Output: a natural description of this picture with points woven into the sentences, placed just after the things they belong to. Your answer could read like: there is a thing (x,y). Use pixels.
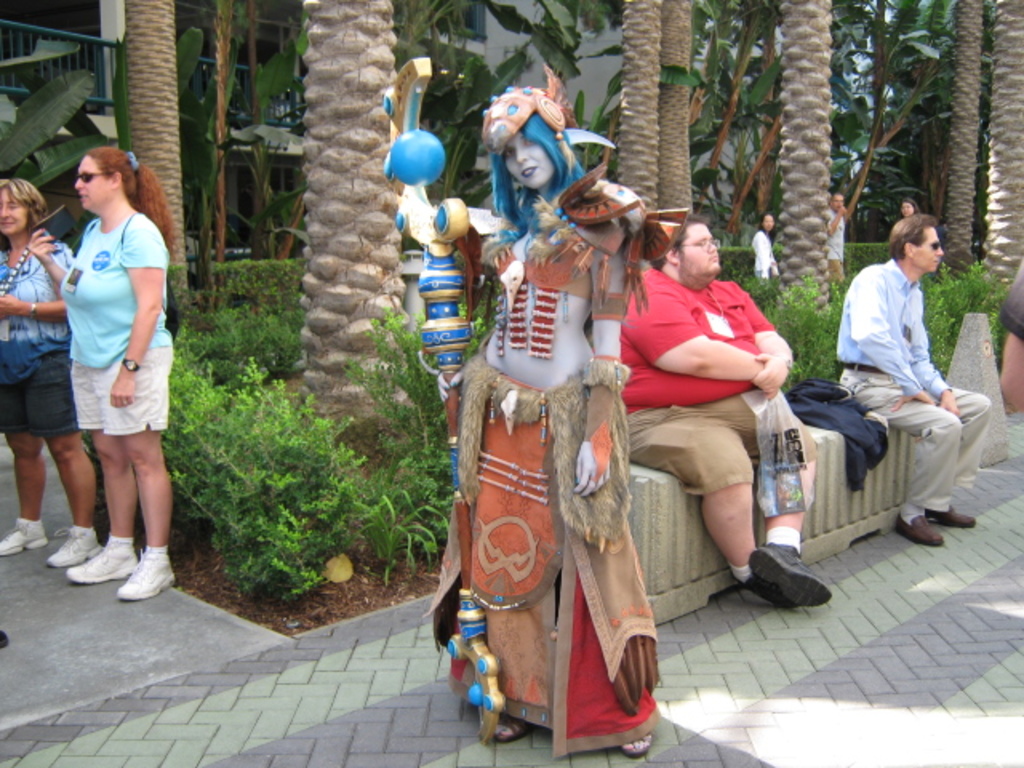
In the center of the image (583,365) we can see a woman (551,344) wearing a costume (537,344) and holding a stick (442,337) in her hand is standing on the floor (582,758). To the left side of the image (103,284) we can see two women (134,291) standing on the ground (178,550). In the background (902,410), we can see two persons (915,398) sitting on a bench (655,521), a group of trees (379,151), metal railing (108,63), building (77,65) and group of plants (292,503).
